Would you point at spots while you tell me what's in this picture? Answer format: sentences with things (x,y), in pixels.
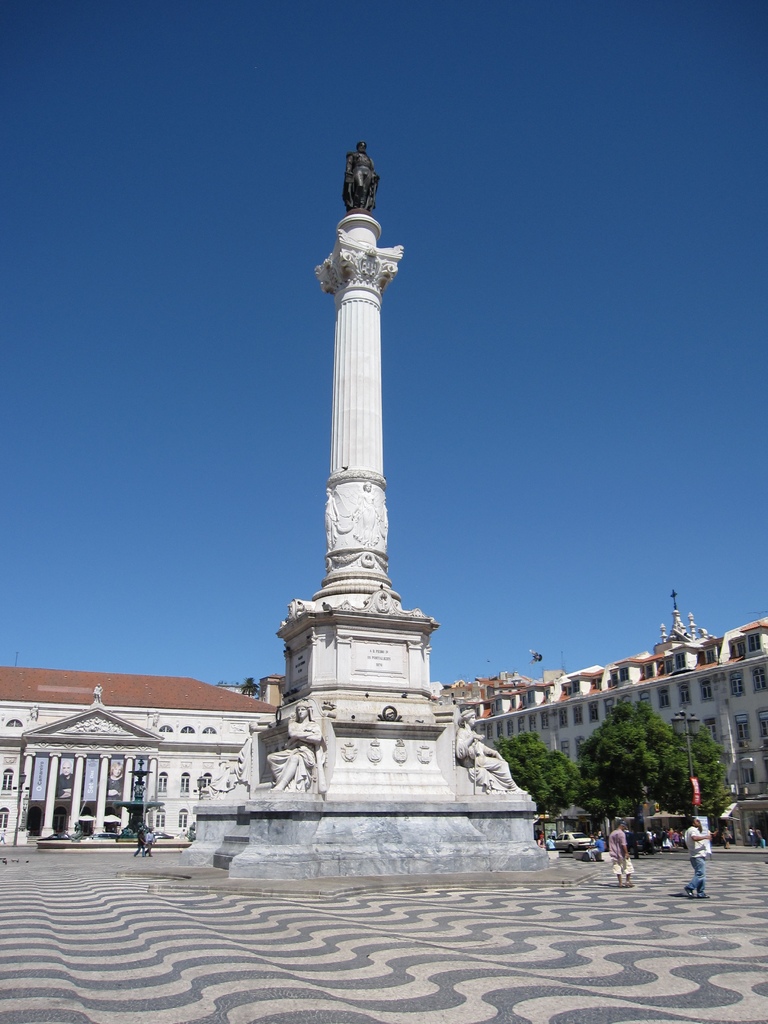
As we can see in the image there are buildings (725,681), windows (759,669), trees (668,763), vehicles (578,838), few people (655,841) and at the top (271,270) there is sky (287,241).
